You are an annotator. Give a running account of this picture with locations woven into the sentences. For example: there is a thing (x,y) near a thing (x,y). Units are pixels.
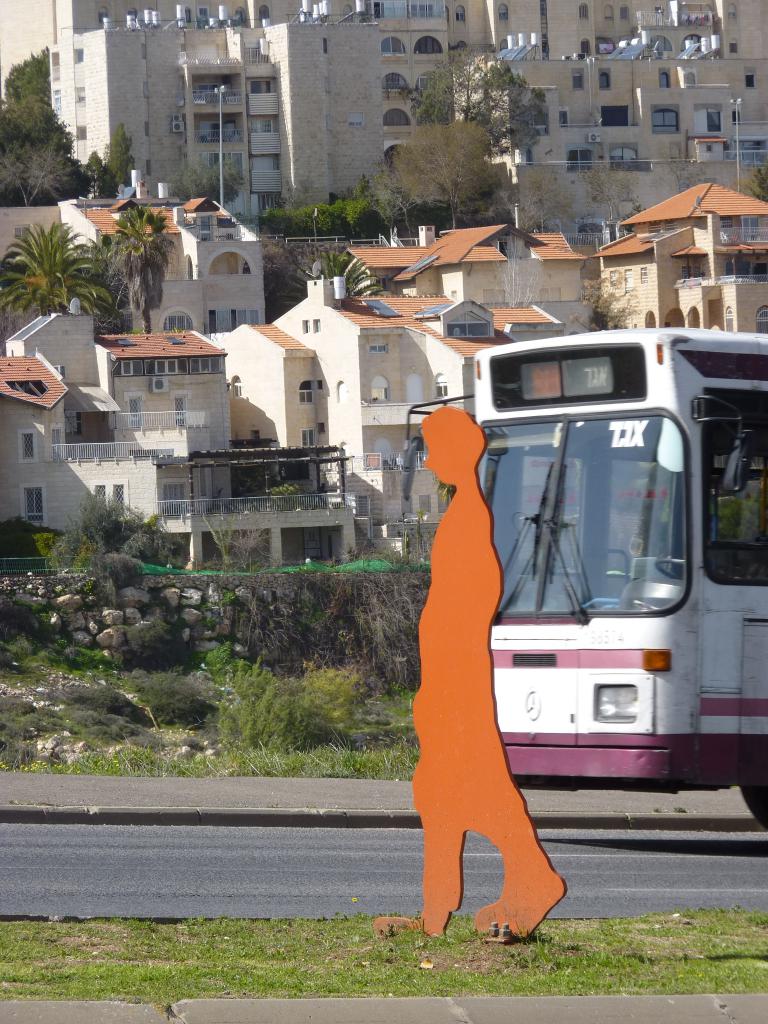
In this picture there are buildings (391,294) and trees (139,548). In the foreground (510,582) there is a bus (546,696) on the road (372,849) and there is a picture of a person (553,878) on the footpath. At the bottom (299,928) there is a road (146,911) and there is grass (390,992).
